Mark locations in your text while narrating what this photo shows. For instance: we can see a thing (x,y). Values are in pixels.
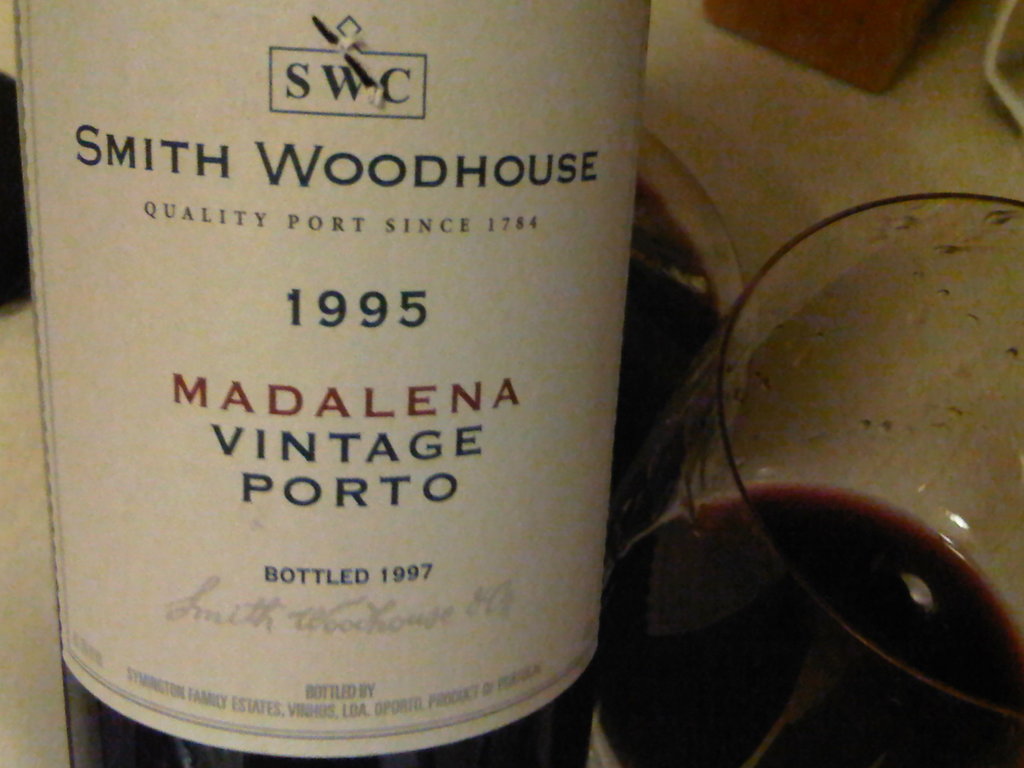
In this image, we can see a bottle (518,363) and a glass (722,398) with drink (796,565) and there are some other objects (879,50) on the table (12,665).
